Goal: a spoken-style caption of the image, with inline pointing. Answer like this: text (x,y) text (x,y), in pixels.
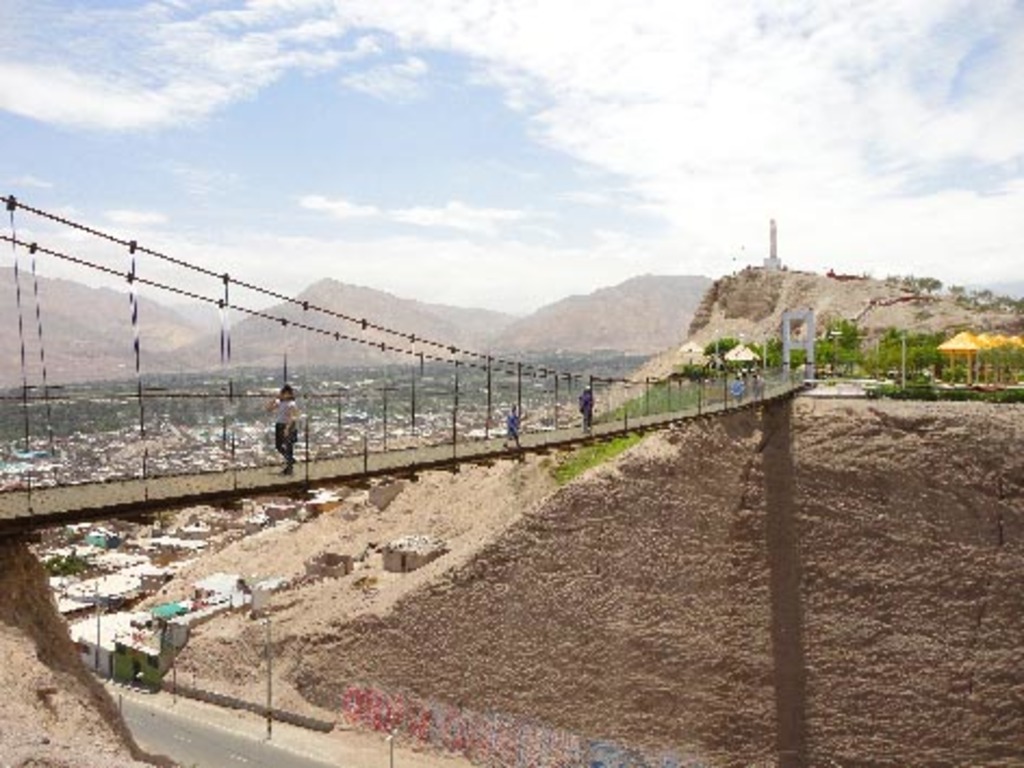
In the foreground (192,469), I can see a group of people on the bridge (594,427) and light poles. In the background (493,399), I can see trees (779,365), houses (481,410), buildings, mountains (739,332), towers (778,263) and the sky (431,189). This picture might be taken in a day.
